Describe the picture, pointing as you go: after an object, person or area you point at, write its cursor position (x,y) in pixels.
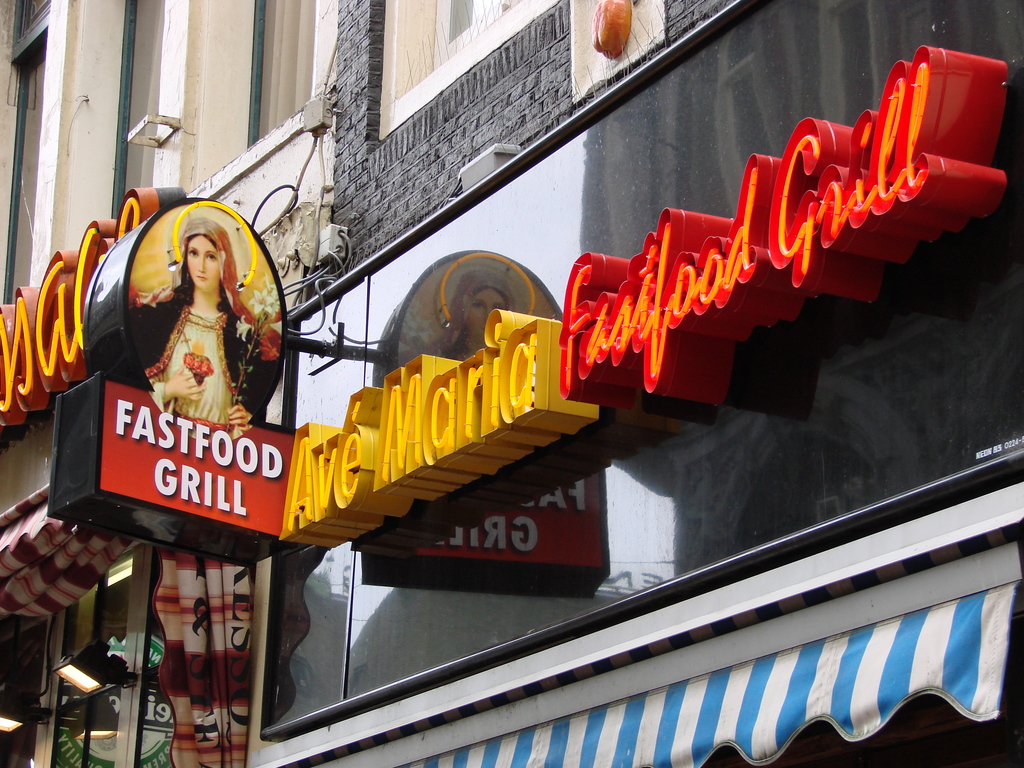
In this image there are two buildings (569,577) with lights (78,668), light boards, a board (217,335) with a photo (272,349) of a person (228,355) on it, name board (170,522).
